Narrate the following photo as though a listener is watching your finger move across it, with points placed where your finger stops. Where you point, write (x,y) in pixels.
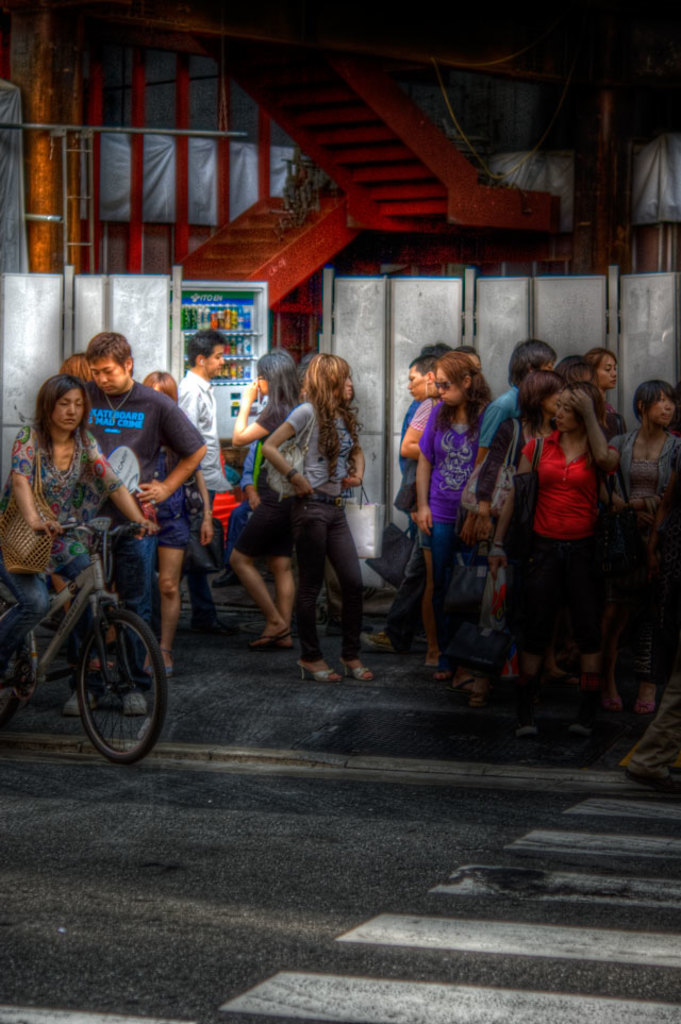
This image looks like a painting. I can see a women (54,455) wearing a handbag (34,549) and riding a bicycle (92,643) at the left corner of the image (17,548). Behind this women (77,466) I can see a man (144,447) standing wearing a black shirt (139,431) with blue trouser (146,568). There are group of people (563,525) standing at the right corner of the image (580,431). Some people (273,416) are walking. I can see a woman (325,537) standing and holding a bag (370,527). I can see a red stairs (357,149) at the background of the image (357,139) which is red in color. I can see a machine (238,329) and some objects (241,322) are placed inside it. It seems like a constructing building (471,103). This is a barricade (623,319) with white color. This is a zebra crossing (543,899) and this is a foot path (525,753).
